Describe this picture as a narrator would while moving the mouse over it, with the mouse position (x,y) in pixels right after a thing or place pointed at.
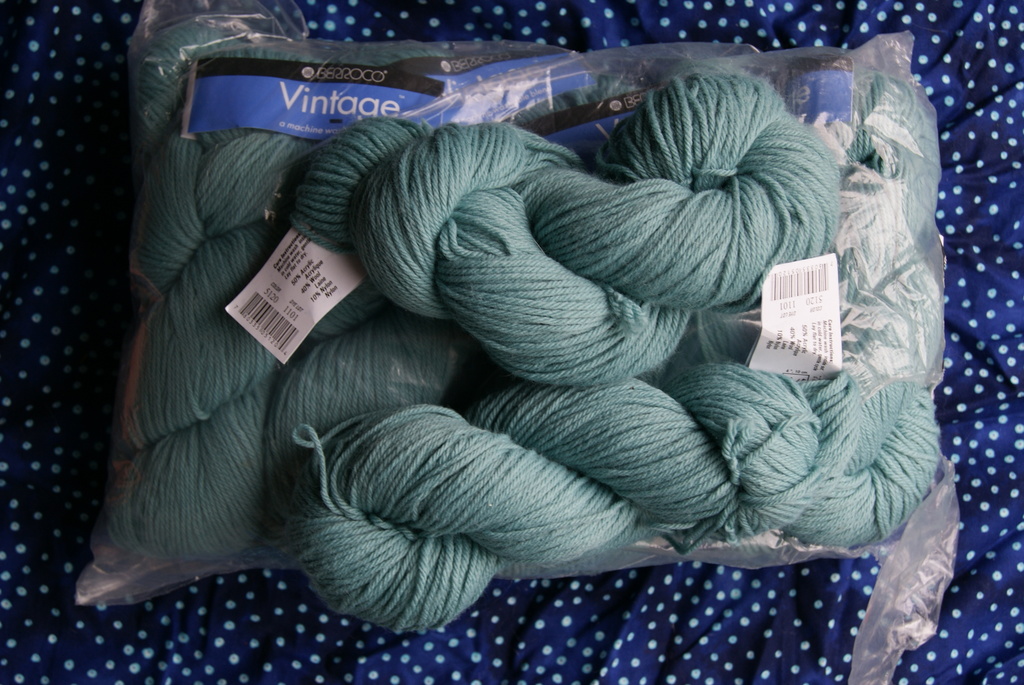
In this image we can see some woolen bundles (501,441) in a cover (246,478) and some papers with text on it which are placed on a cloth (560,617).
